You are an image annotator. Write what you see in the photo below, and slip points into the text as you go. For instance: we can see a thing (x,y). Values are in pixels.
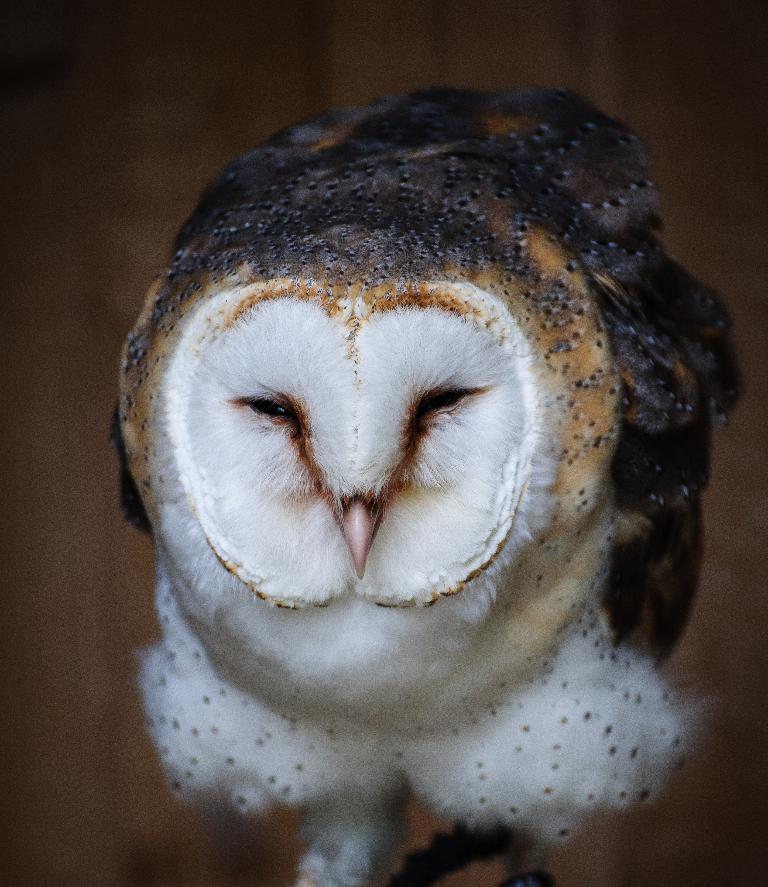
In this picture there is a bird (431,569) and the bird (430,524) is in white and black color. At the back (57,364) the image is blurry.
